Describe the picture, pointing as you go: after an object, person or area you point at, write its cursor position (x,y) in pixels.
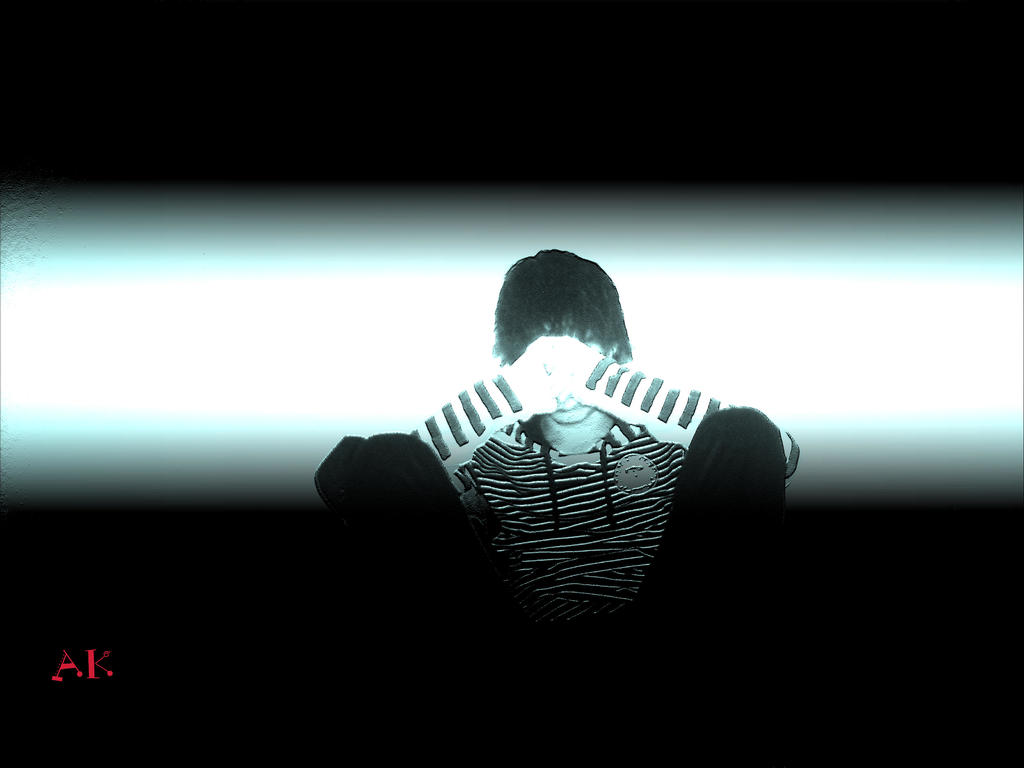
In this image there is a person (445,452) sitting, behind the person (539,422) there is a wall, on the person (571,453) there is light (487,314) falling, at the bottom of the image (80,664) there is some text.
